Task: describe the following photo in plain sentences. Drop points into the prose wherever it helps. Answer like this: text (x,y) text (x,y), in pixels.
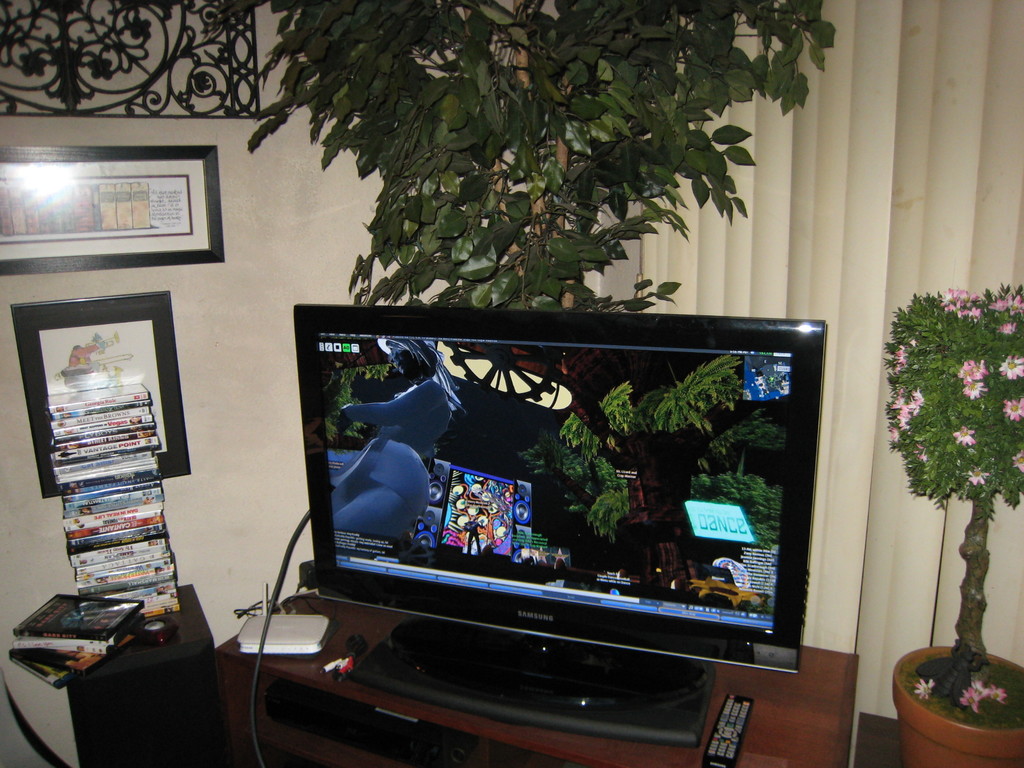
This image consist of a monitor (602,575) kept on the table (605,738), there is a remote (734,730) at the right side (988,454), house plant (975,406) and, a pot (949,731). In the background (615,132) there are leaves (587,138), curtains (840,192). In the left side (126,265) there are frames (154,320) on the wall (224,305), books (120,472) kept on the table (128,672) which is on the left side (142,689).
